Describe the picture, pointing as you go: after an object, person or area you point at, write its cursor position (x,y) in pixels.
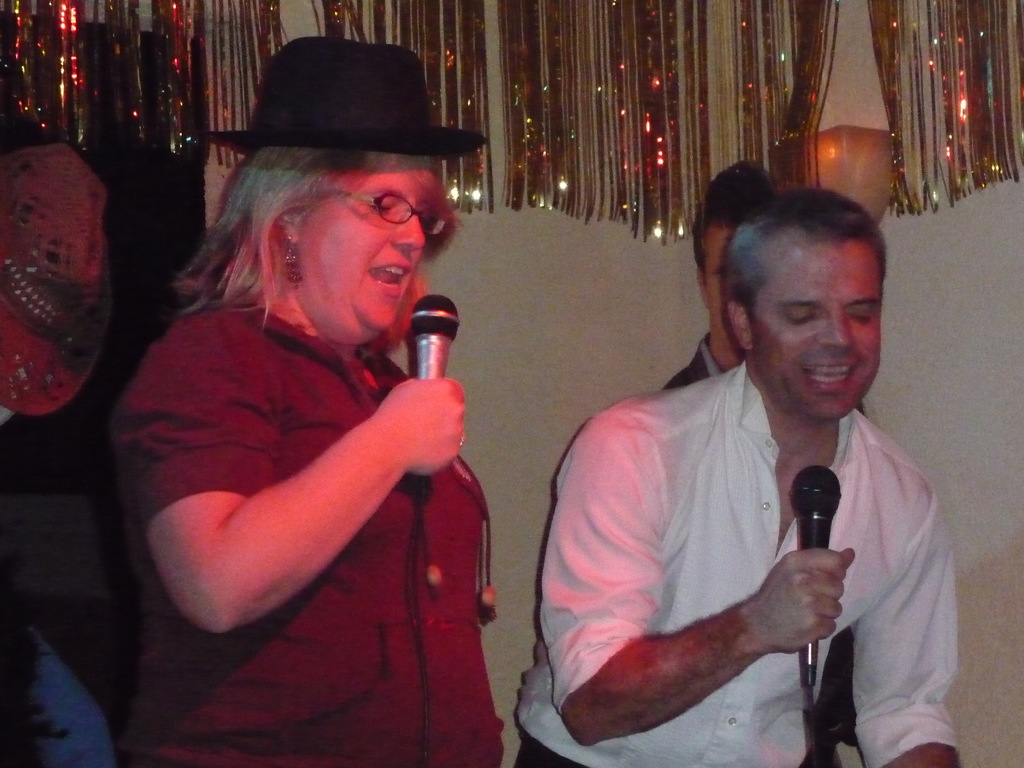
In this picture there is a woman (189,582) singing in an microphone (429,320) and there is another man (860,331) who is also holding a microphone (820,468) and singing.
